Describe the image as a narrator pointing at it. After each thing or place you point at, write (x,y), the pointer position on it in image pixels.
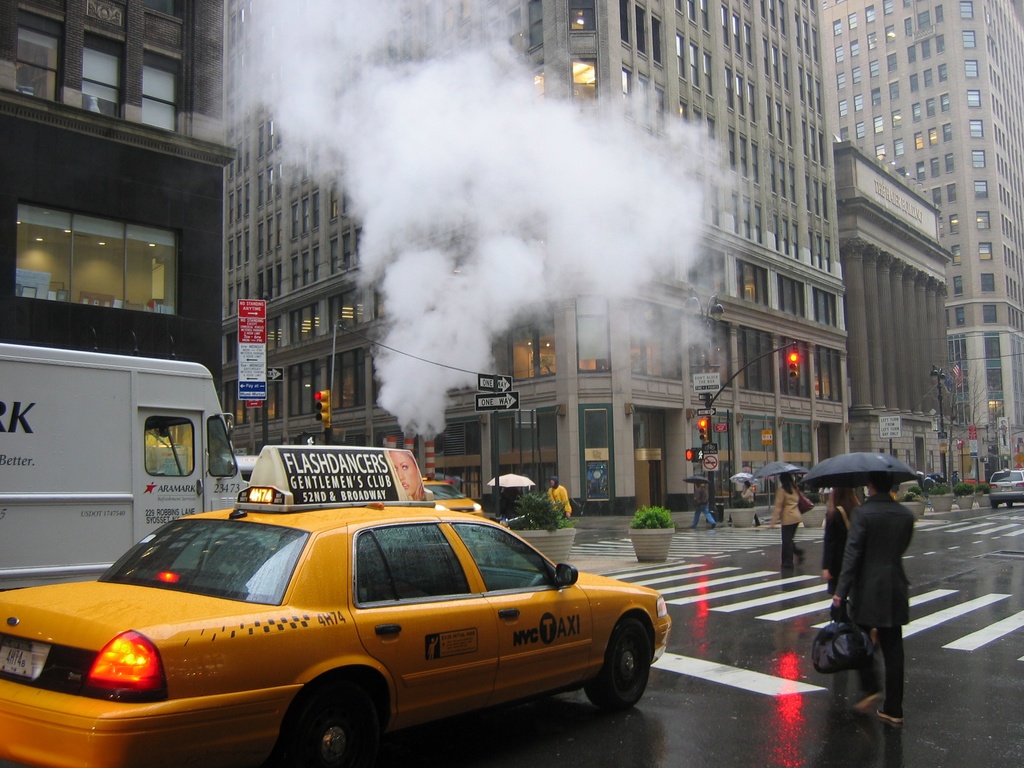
In this image, we can see buildings (988,392), walls (999,323), pillars (860,353), glass windows (825,365), sign boards (486,396), traffic signals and poles (889,440). At the bottom of the image (417,633), we can see vehicles (632,649), people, plants (541,523) with pot (656,545) and umbrellas (858,475).
